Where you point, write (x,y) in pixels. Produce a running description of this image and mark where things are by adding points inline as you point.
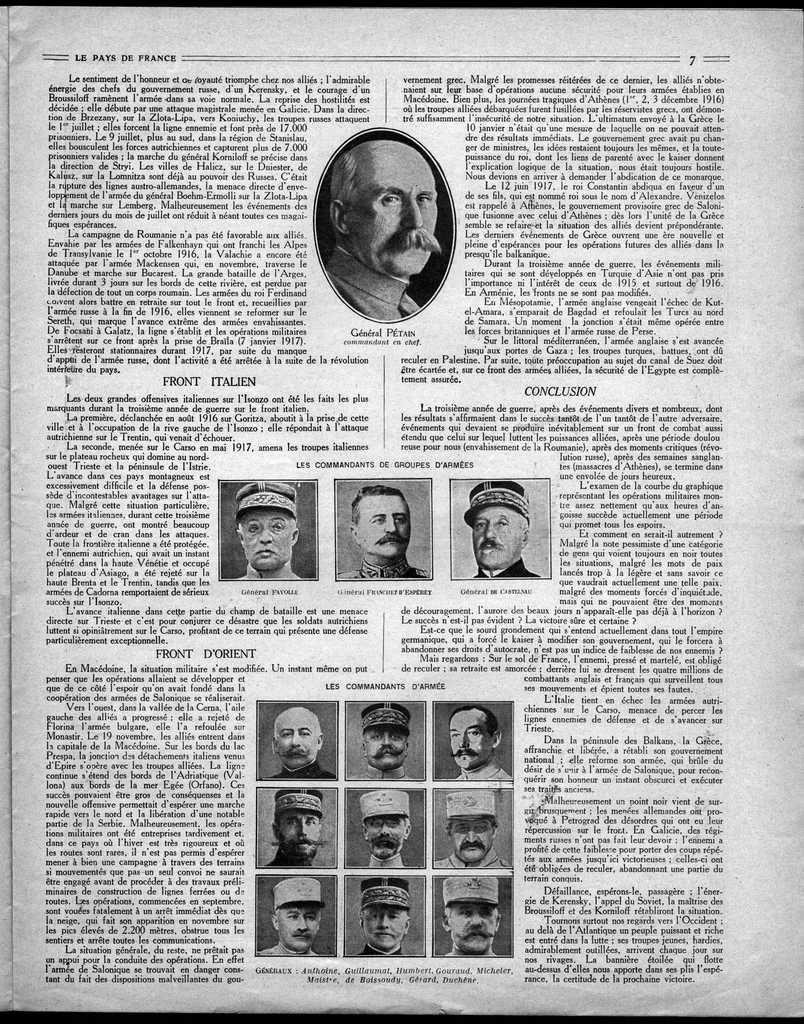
In this picture there is a paper (92,263) on which we can see the text (191,267) is printed and we can see the pictures (419,195) of some persons (474,743) are also printed on the paper (371,272).
